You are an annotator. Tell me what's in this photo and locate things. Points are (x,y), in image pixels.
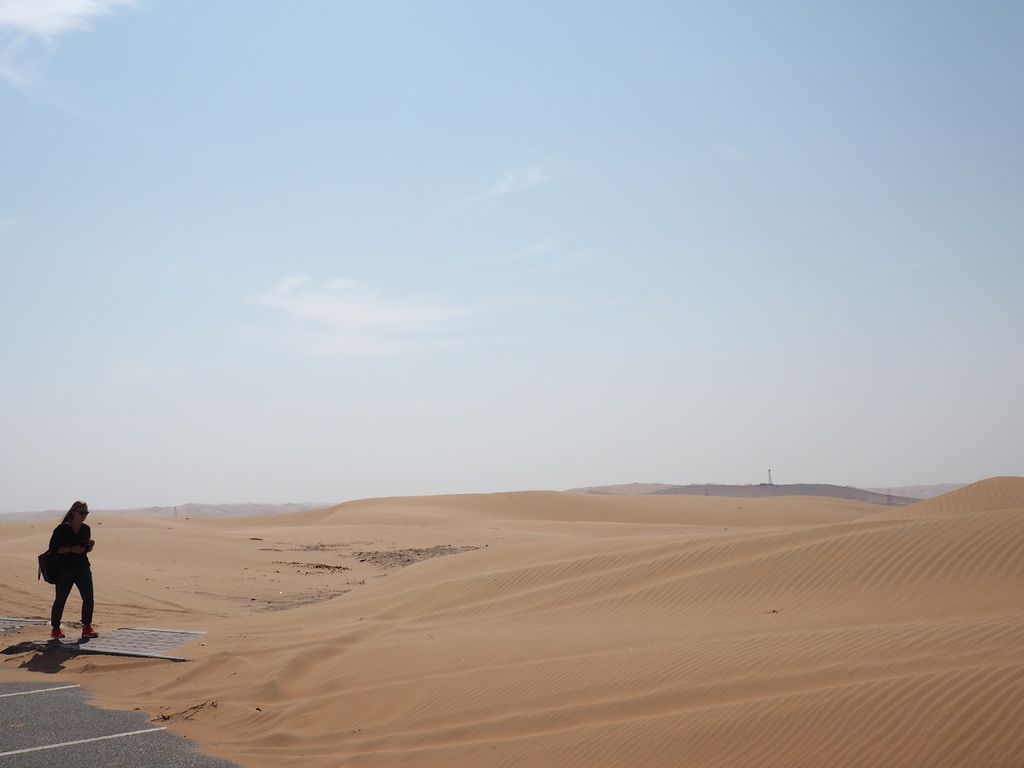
In this image there is a desert (592,502), at the top (445,236) there is the sky (526,236), on the left side (62,543) there is a woman (72,551) wearing a backpack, walking on the desert (276,652), in the bottom left (96,711) there might be a road (62,744).
